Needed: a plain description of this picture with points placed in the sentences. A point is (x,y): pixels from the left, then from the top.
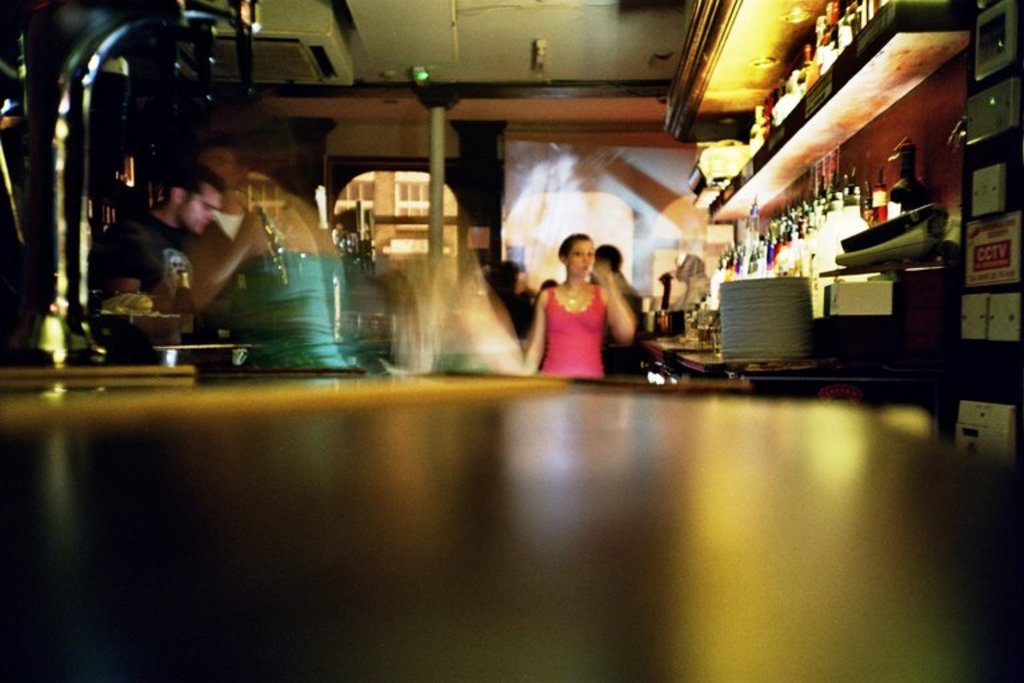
In this image we can see there are persons (474,285) standing. And there are racks (809,130) and bottles (834,241) in it. At the side there is a board (984,237), box (1000,106) and a few objects (922,240). At the back (566,220) there is a screen (604,187). At the top (667,131) there is an object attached to it.
